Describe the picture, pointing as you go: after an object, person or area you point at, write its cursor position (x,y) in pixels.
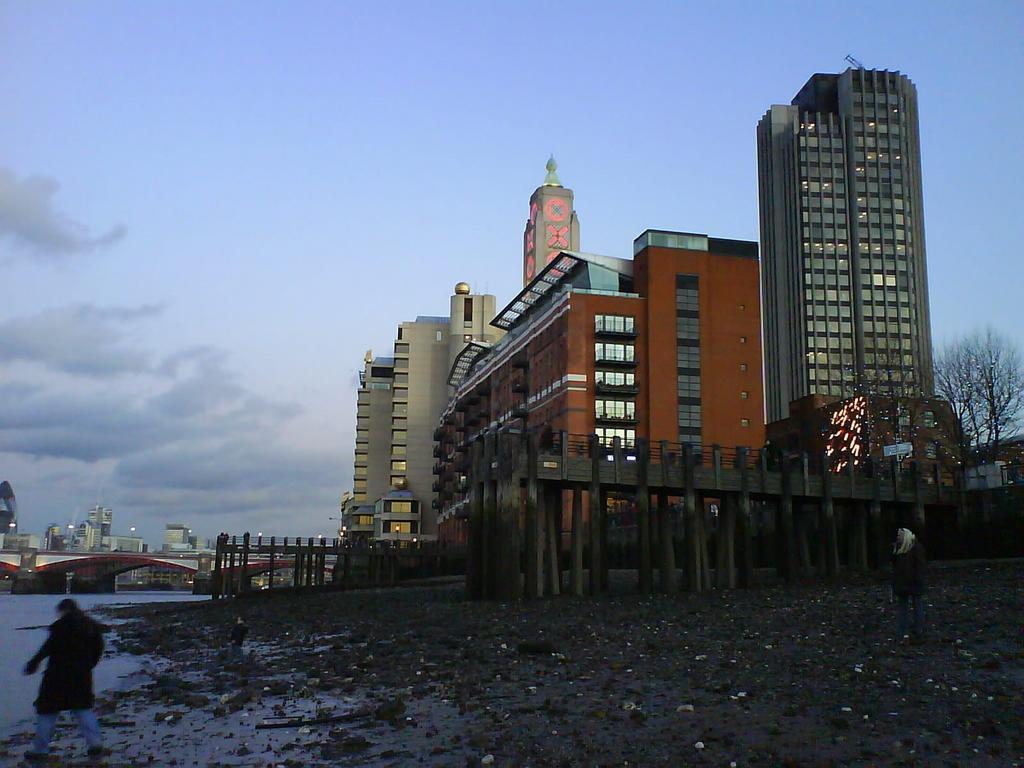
In the center of the image (479,350) we can see buildings (380,494), bridges (659,475), pillars (470,542), windows (626,375), wall (732,406), trees (1015,412). At the bottom of the image (490,689) there is a ground (468,710). At the top of the image (307,127) clouds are present in the sky (387,89). On the left side of the image (77,706) we can see a man (77,689) is walking and also we can see the water (21,610). On the right side of the image (921,593) a person (920,580) is standing.
